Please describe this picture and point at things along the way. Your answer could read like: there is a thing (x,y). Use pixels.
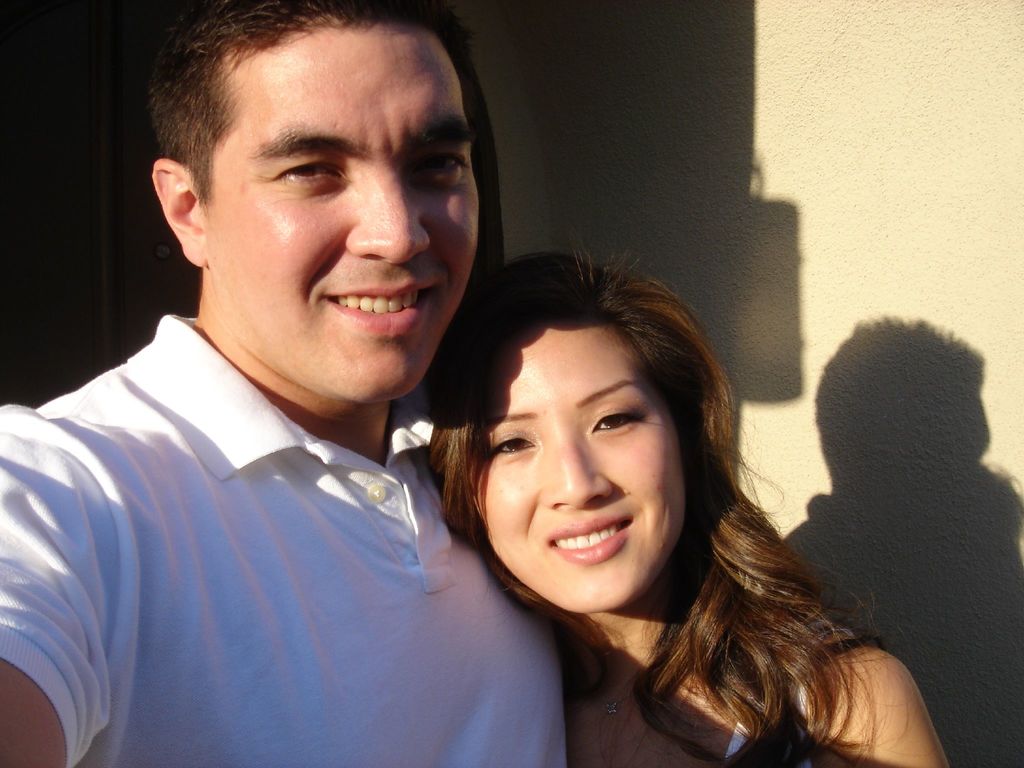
In this picture there is a man (21,569) and a woman (603,321) in the center of the image (559,397).
